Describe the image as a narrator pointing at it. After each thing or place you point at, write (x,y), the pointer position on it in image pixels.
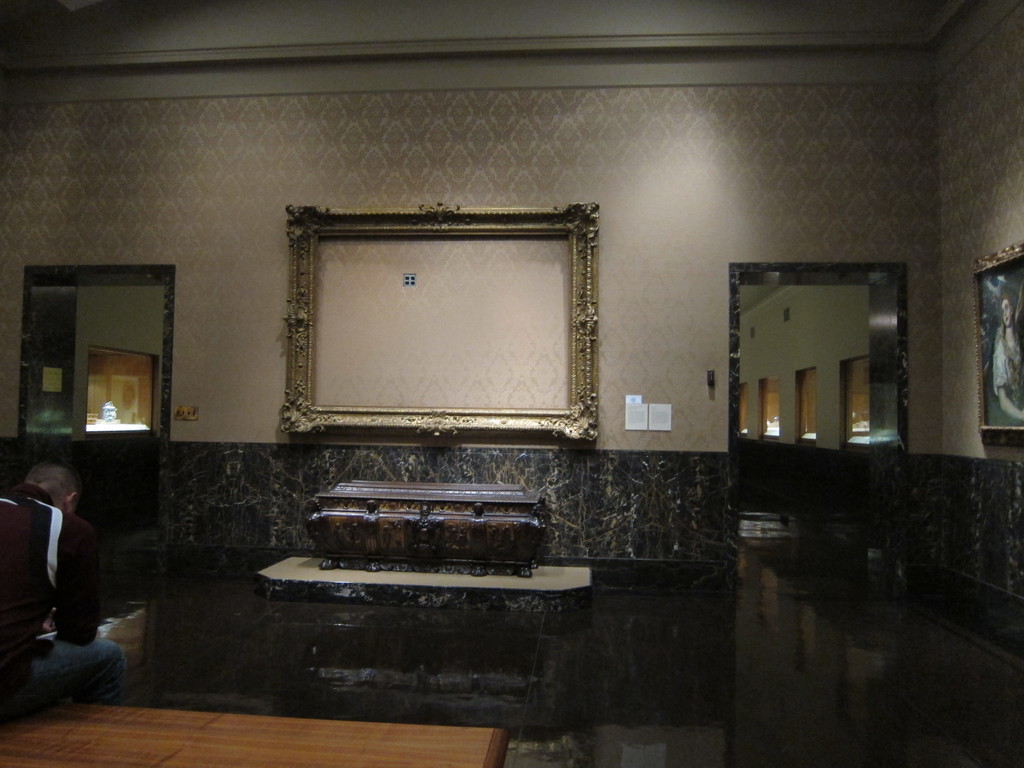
In this image I can see the inner part (309,617) of the building (395,612). To the left (19,603) I can see the person (81,659) sitting on the brown color surface (99,726). In the background (481,570) I can see the object (435,536) on the table (404,581). I can also see the frames (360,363) to the wall (565,178).
